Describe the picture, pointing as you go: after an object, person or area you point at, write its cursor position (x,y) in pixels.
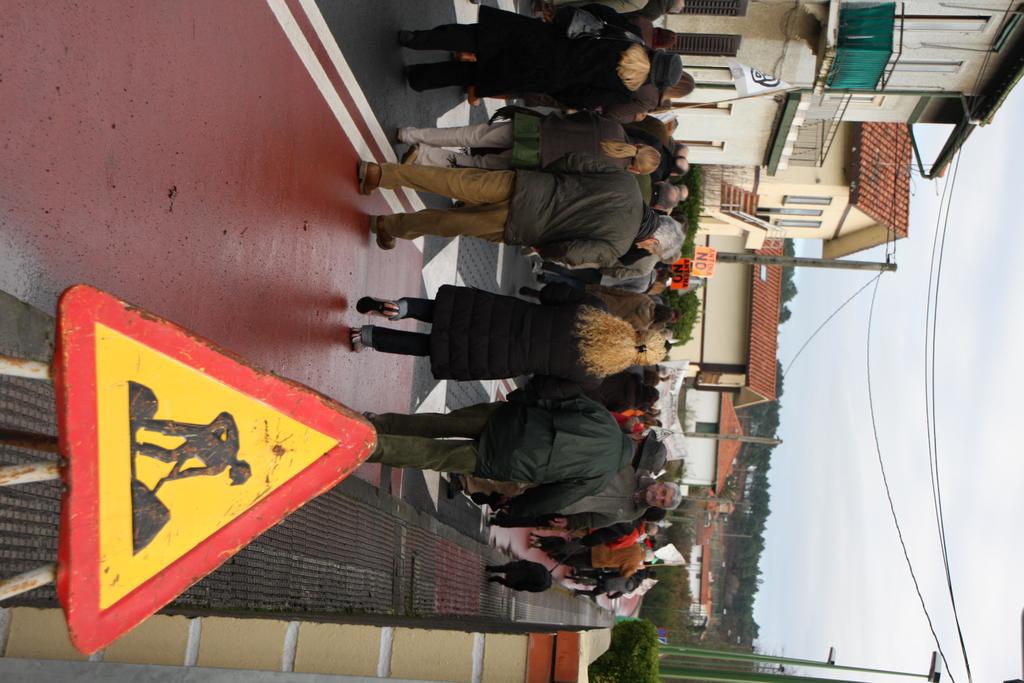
There are group of people (630,253) walking on the road (399,395). This looks like a signboard (94,463). I can see a dog (520,582), which is black in color. These are the small bushes (642,650) and trees (764,497). I can see the houses (773,200) with the windows (789,214). This looks like a pole (809,260).
